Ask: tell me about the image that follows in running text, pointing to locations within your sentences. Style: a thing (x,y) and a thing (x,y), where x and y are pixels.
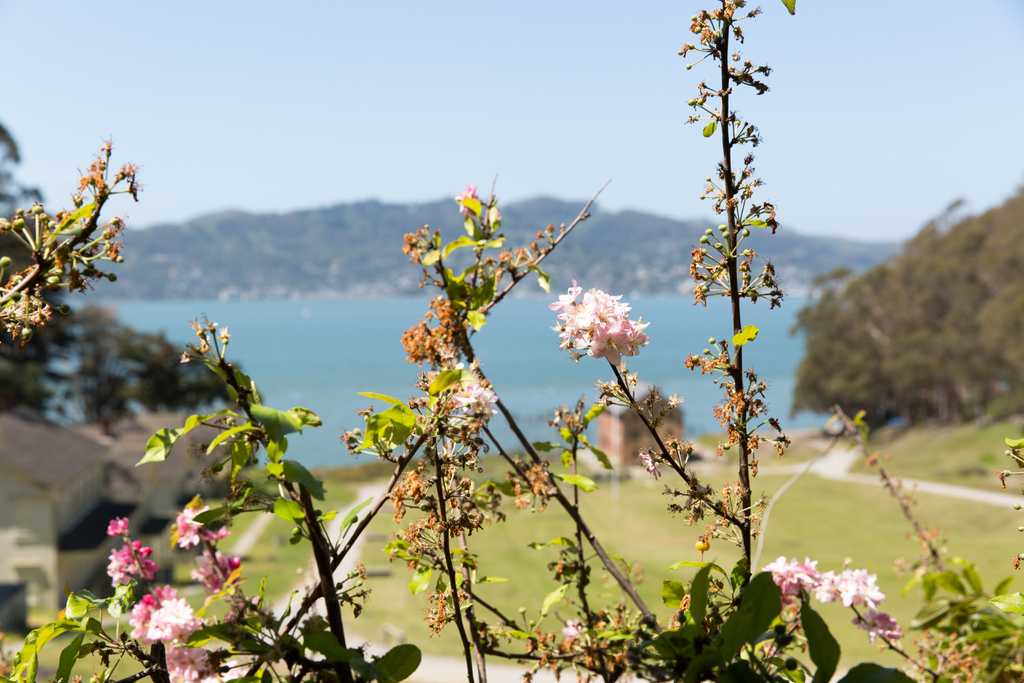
In this image, we can see flowers (970,674), stems (340,641) and leaves (344,655). Background (980,336) there is a blur view. Here there are so many trees (6,359), grass (1004,533), walkways (776,497), houses (661,403), water (710,419), hill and sky (453,39).
